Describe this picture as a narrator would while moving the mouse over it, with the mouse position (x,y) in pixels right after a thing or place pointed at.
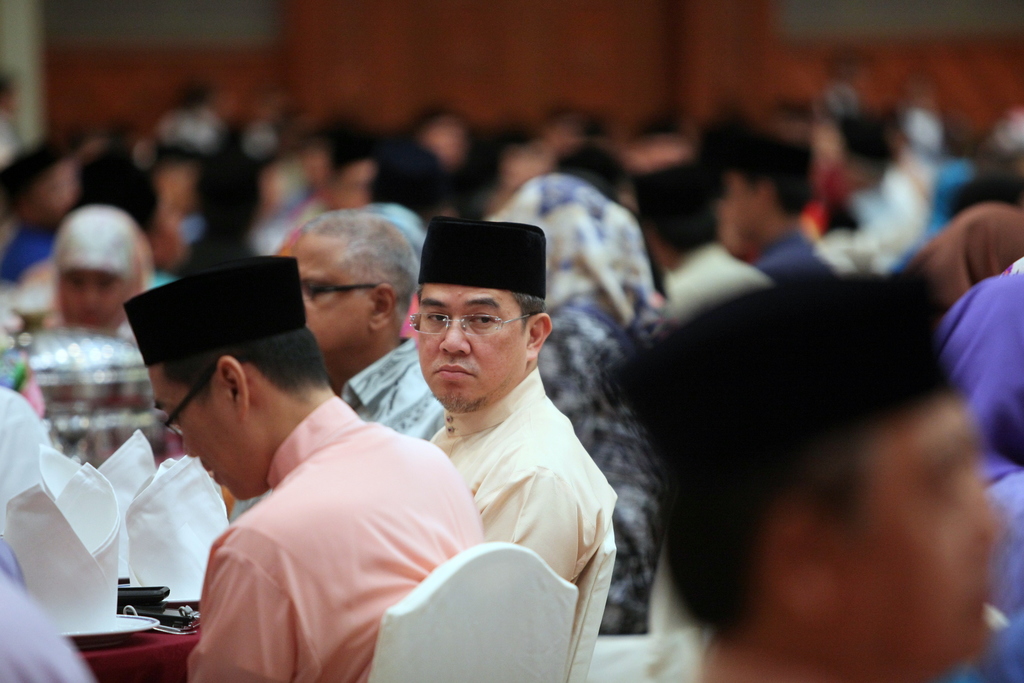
In this image I can see few persons (332,427) sitting on the chairs (390,624). The background (284,145) is blurred.
